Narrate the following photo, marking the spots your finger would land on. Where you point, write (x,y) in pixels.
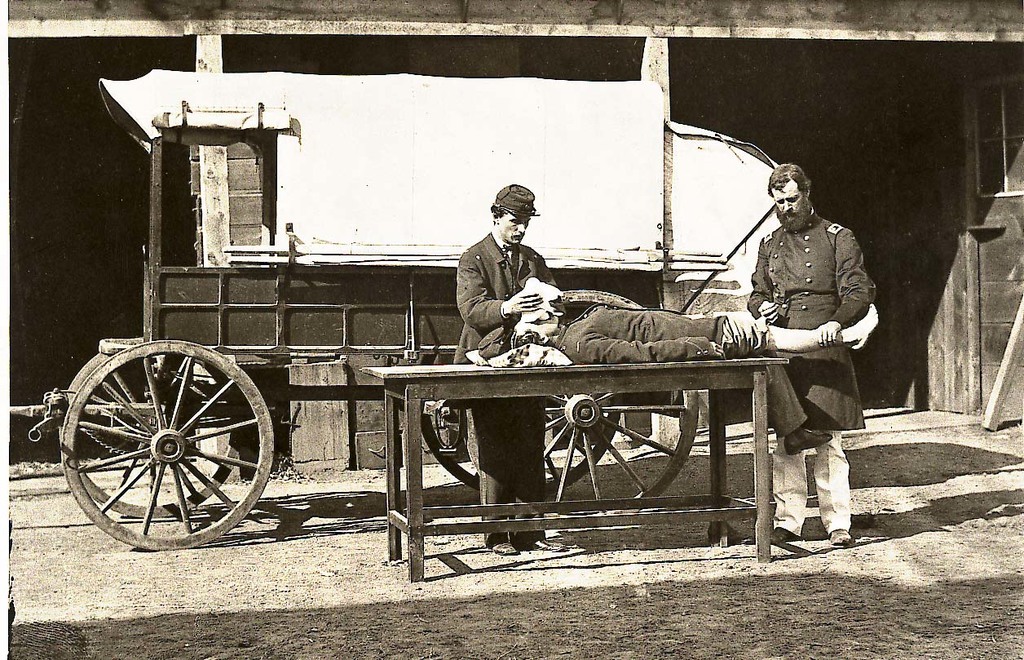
In the image we can see two people (802,276) standing and one is lying, they are wearing clothes (621,329) and the left side person (471,254) is wearing a cap (524,206). Here we can see a table (513,394), cart (212,314) and wheels (131,413).
